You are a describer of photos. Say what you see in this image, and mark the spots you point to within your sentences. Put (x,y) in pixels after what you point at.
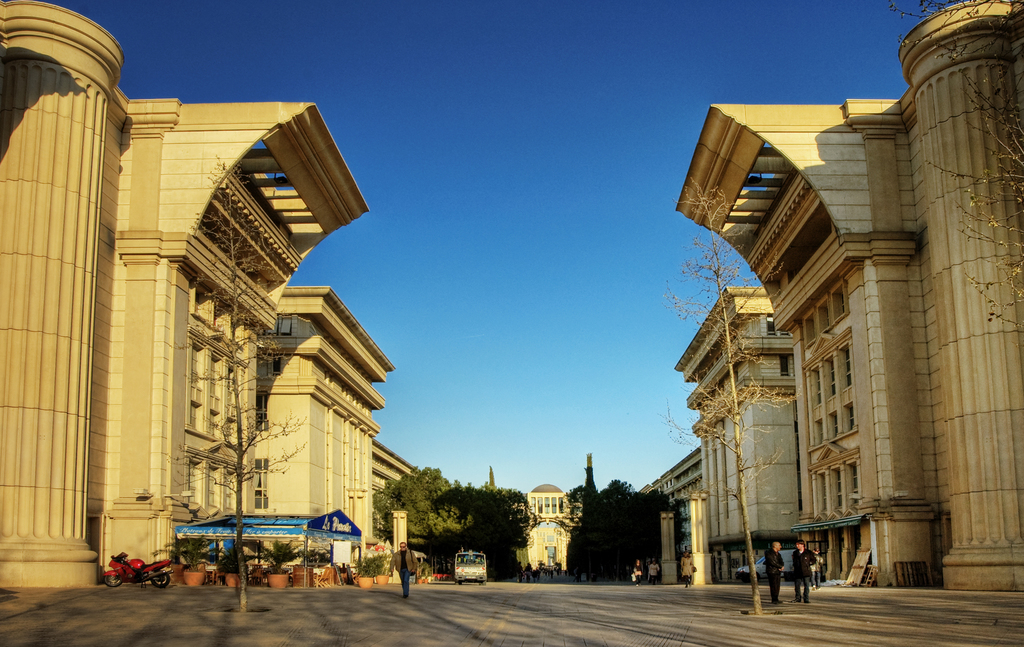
In the foreground of the image (412,604) we can see some people (779,570) standing on the ground (366,594), a group of vehicles (127,577) is parked on the ground (524,592). In the background of the image (326,536) we can see a shed (349,527) with some text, plants (228,553), buildings (218,376) with windows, pillars (952,360), group of trees (519,527) and the sky (565,276).
